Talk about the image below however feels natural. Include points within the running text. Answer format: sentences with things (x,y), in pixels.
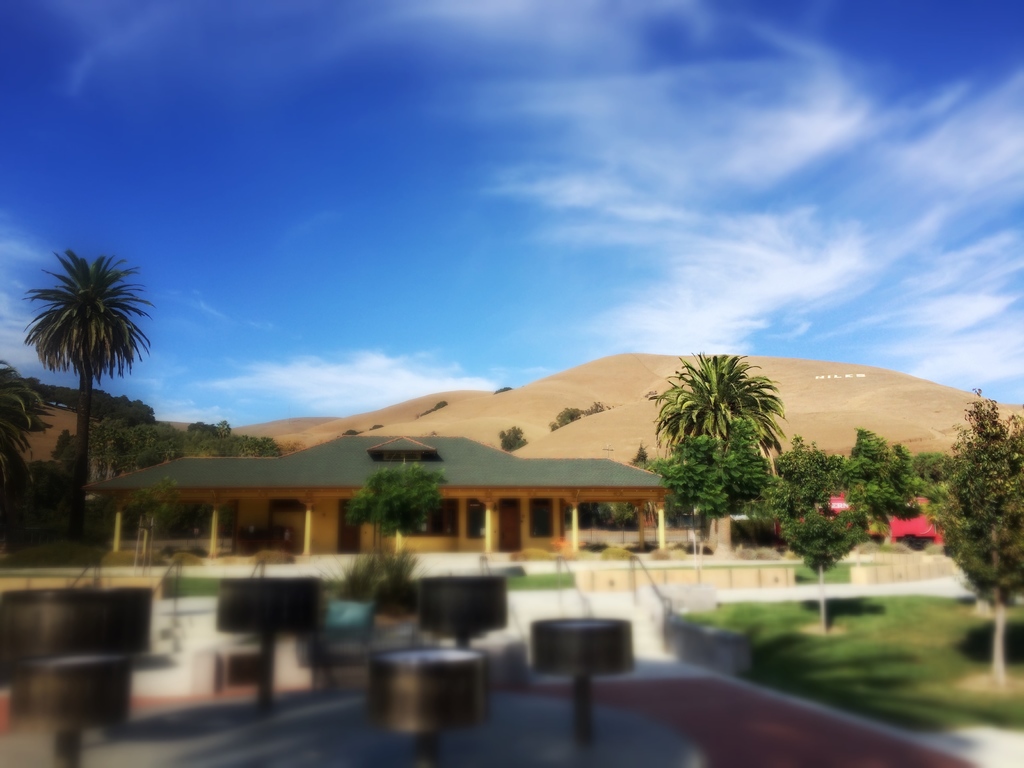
At the bottom of the image (785,679) it is blurry. In the image there are many trees (696,496) and also there is a house (504,524) with roofs (356,471), walls (378,544), windows (547,520) and doors (348,529). Behind the house (333,528) there are sand hills (475,391). At the top of the image (424,152) there is a sky (484,180) with clouds (605,166).
